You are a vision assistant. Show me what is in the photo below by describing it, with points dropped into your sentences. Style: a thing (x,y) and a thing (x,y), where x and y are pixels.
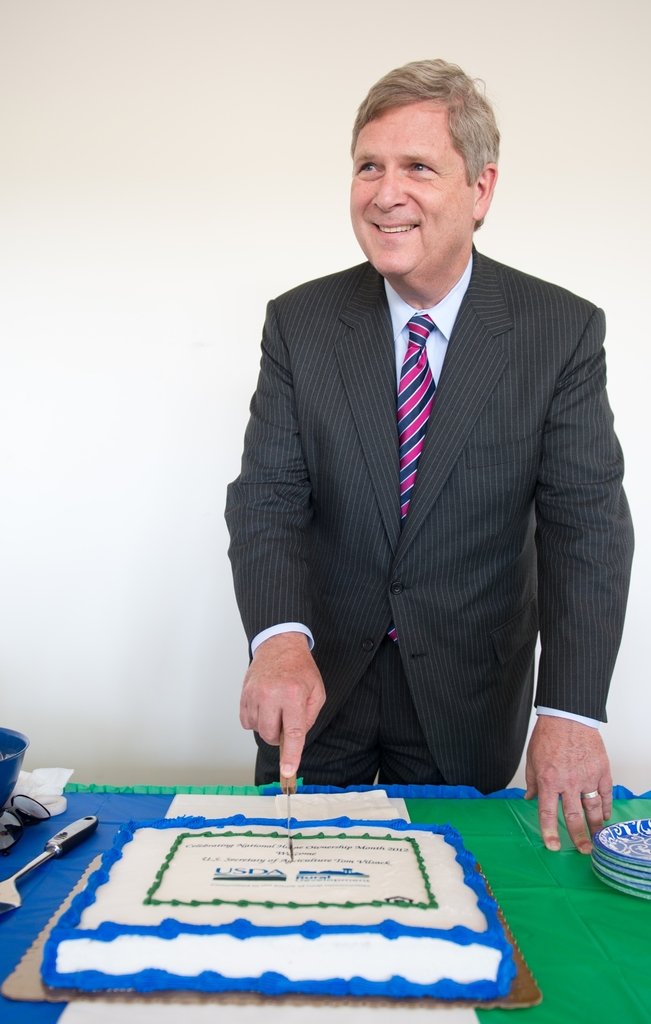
In this image we can see a person (321,576) standing and cutting the cake (303,851) on the table (502,907). On the table (38,871) there are goggles (12,819), plates (612,879) and a ladle (90,825).
